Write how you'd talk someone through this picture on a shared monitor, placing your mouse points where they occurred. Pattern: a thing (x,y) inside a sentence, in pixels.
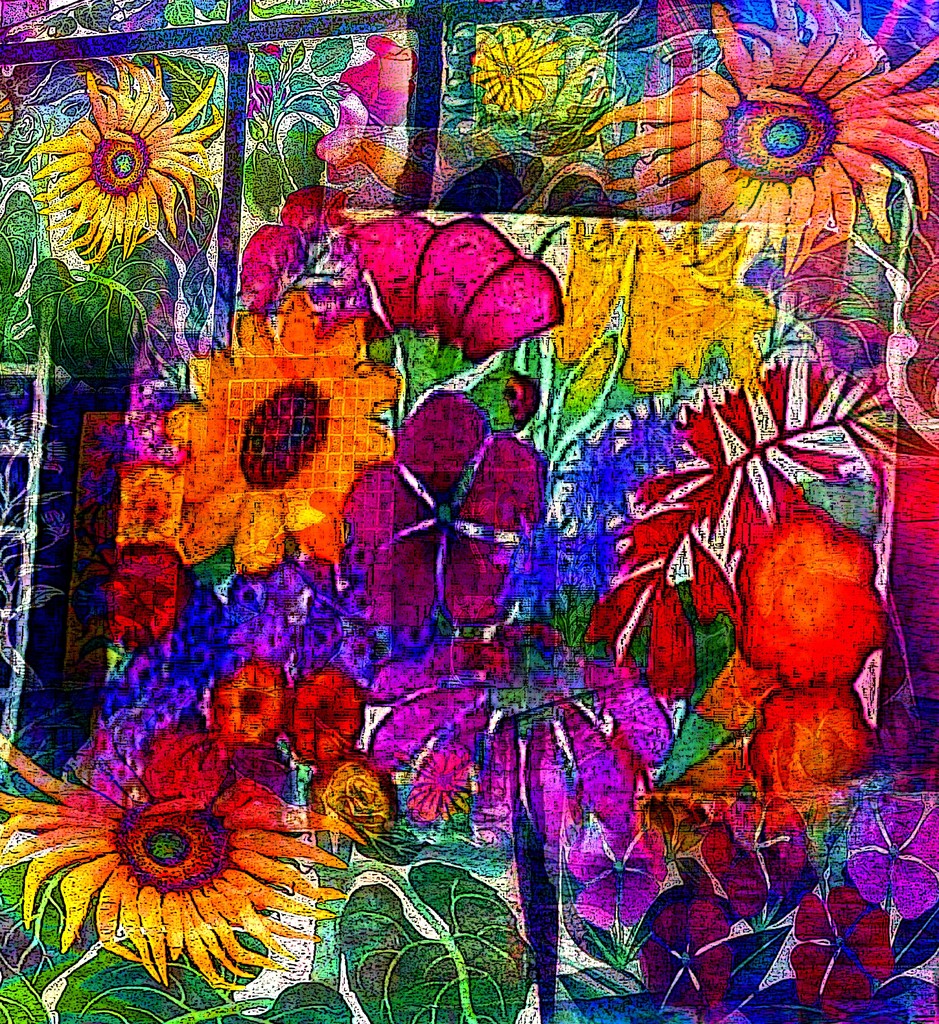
In this picture there are few flowers (442,553) and some other objects (581,400) which are in different colors.
